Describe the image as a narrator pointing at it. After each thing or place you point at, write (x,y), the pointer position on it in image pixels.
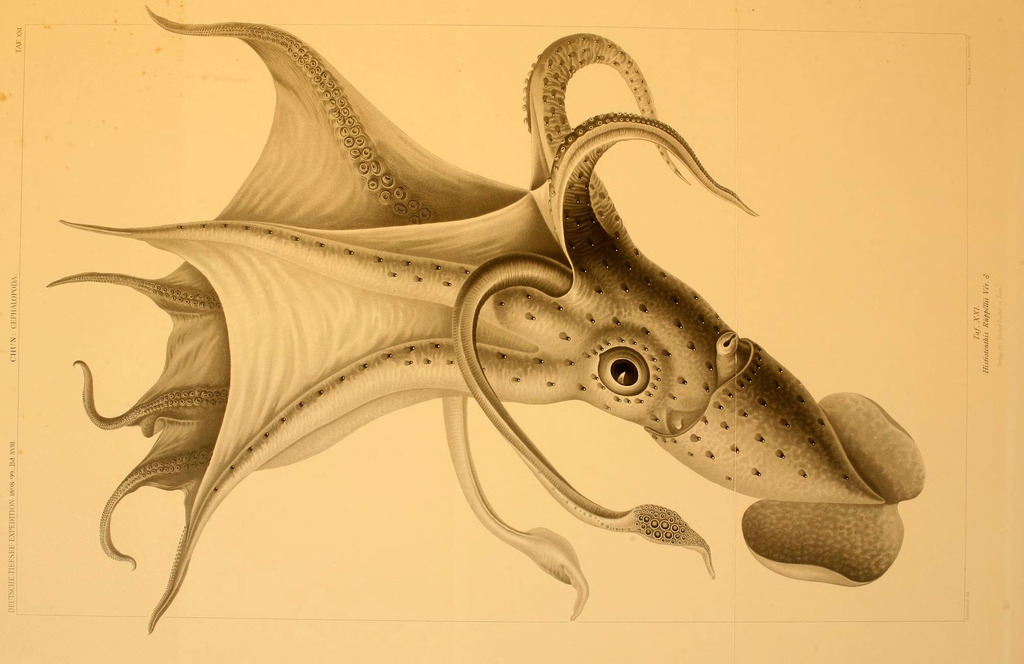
In this image we can see the picture of a squid (635,122).
